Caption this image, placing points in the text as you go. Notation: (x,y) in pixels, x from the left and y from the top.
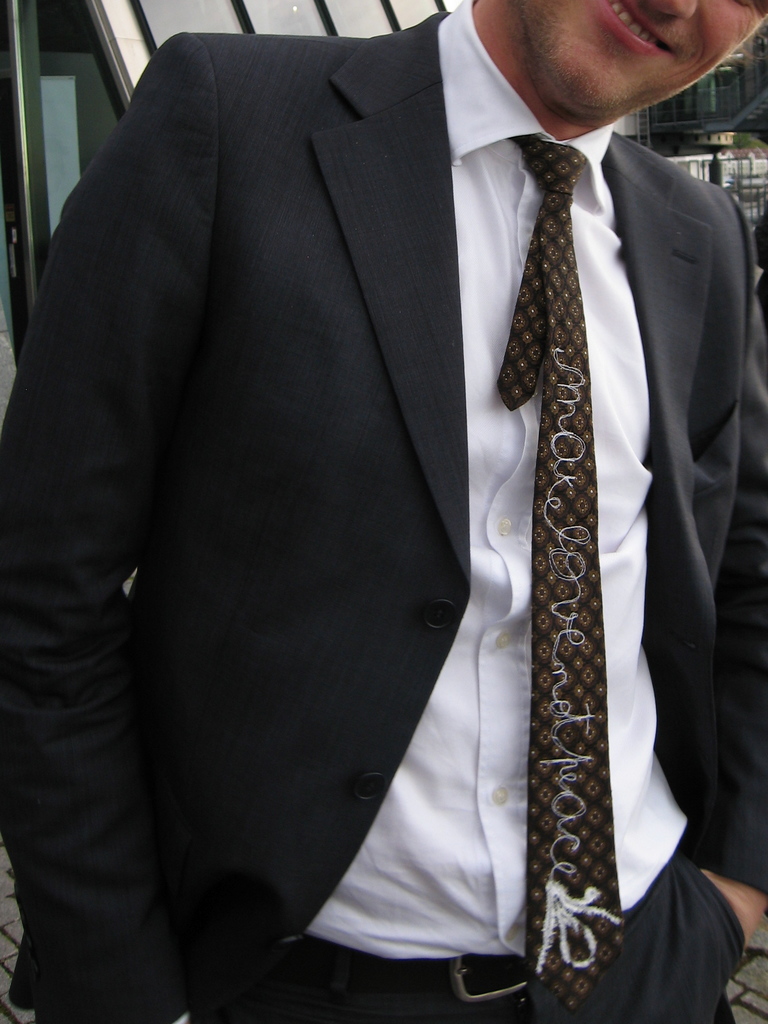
In this image I can see the person (373,447) is wearing black and white color dress (520,587) and the tie (541,450). Back I can see few objects (699,101).
